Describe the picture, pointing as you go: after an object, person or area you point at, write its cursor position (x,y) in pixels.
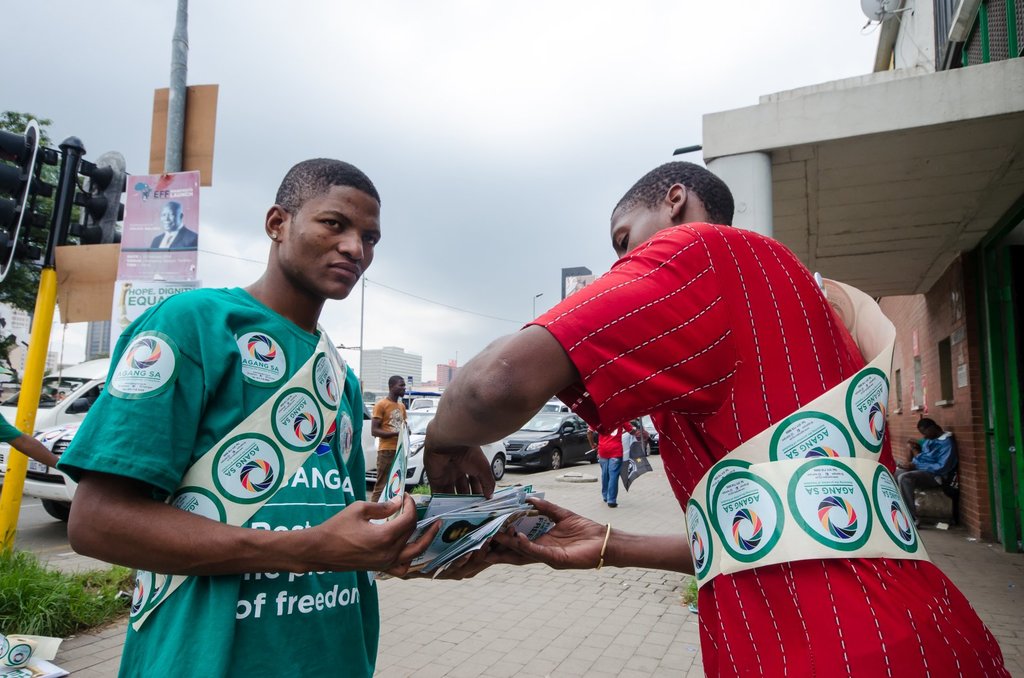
In this image I can see few people (814,336) with different color dresses (726,675) and these people (198,481) are holding the posters (406,459). To the right (932,240) I can see the building (930,248). To the left (36,483) there are boards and poles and there are many vehicles (419,426) on the road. I can also see the grass (61,592) to the left (59,584). In the background (105,100) there are few more buildings (400,370) and the sky (369,104).
